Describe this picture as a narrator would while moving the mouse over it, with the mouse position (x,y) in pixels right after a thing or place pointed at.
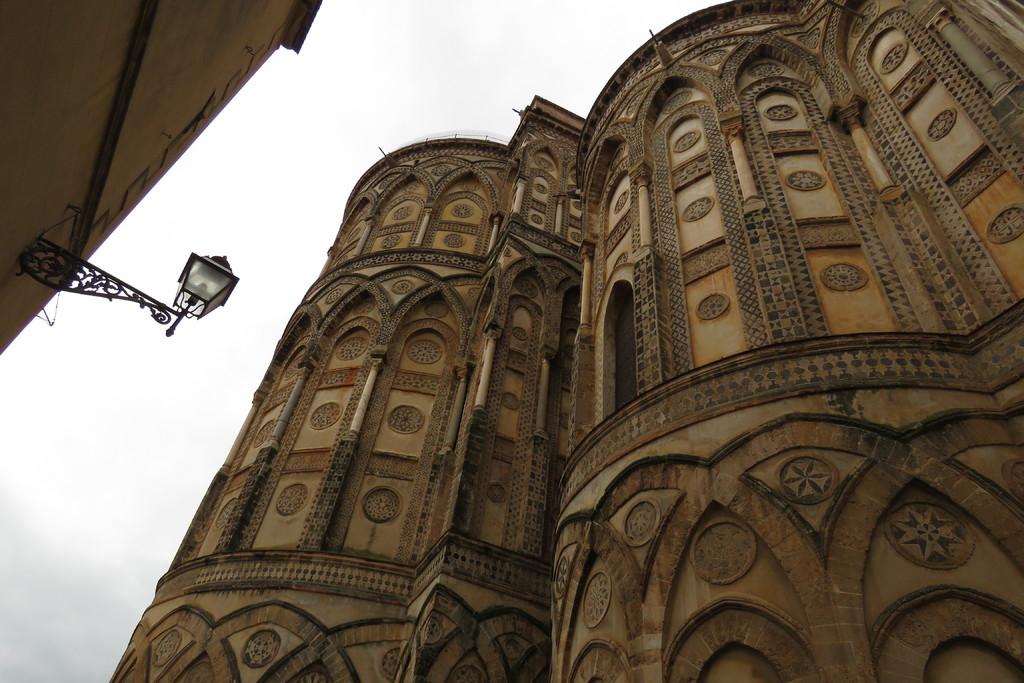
In front of the picture, we see a building (664,369) or a castle (449,363). In the left top of the picture (101,74), we see a street light (202,296) and a building (82,88). In the background (372,82), we see the sky (296,124).
